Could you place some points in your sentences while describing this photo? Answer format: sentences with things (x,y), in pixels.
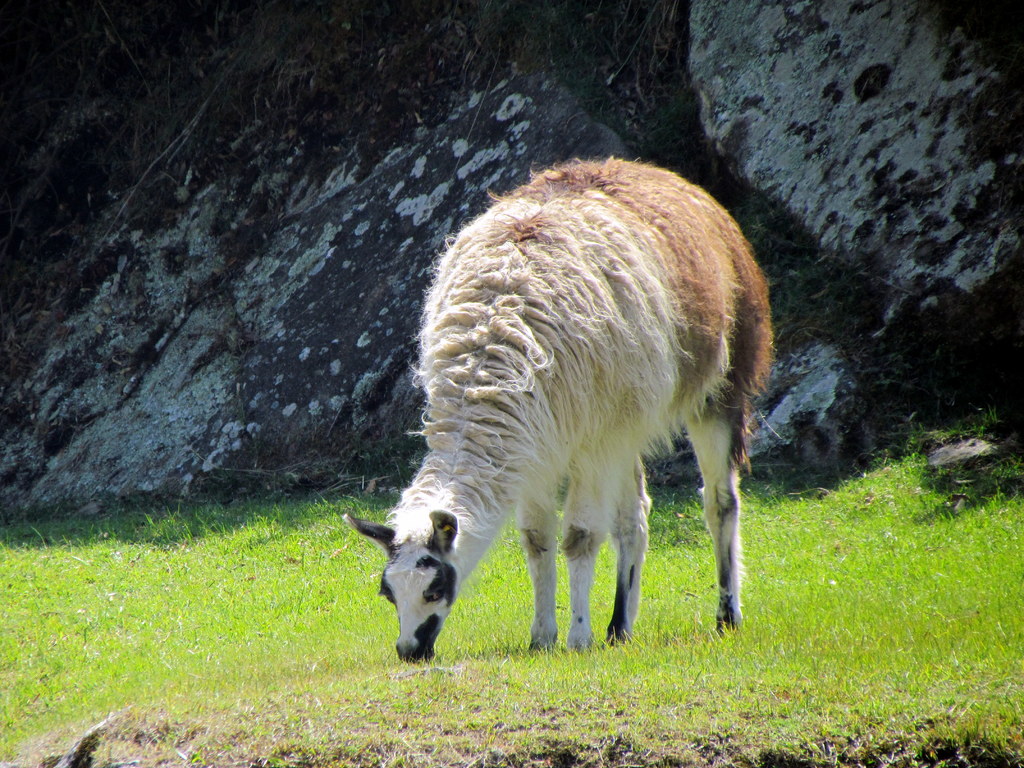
In this image there is an animal (518,502) on the surface of the grass (384,636). In the background (349,84) there is a mountain (430,175).
